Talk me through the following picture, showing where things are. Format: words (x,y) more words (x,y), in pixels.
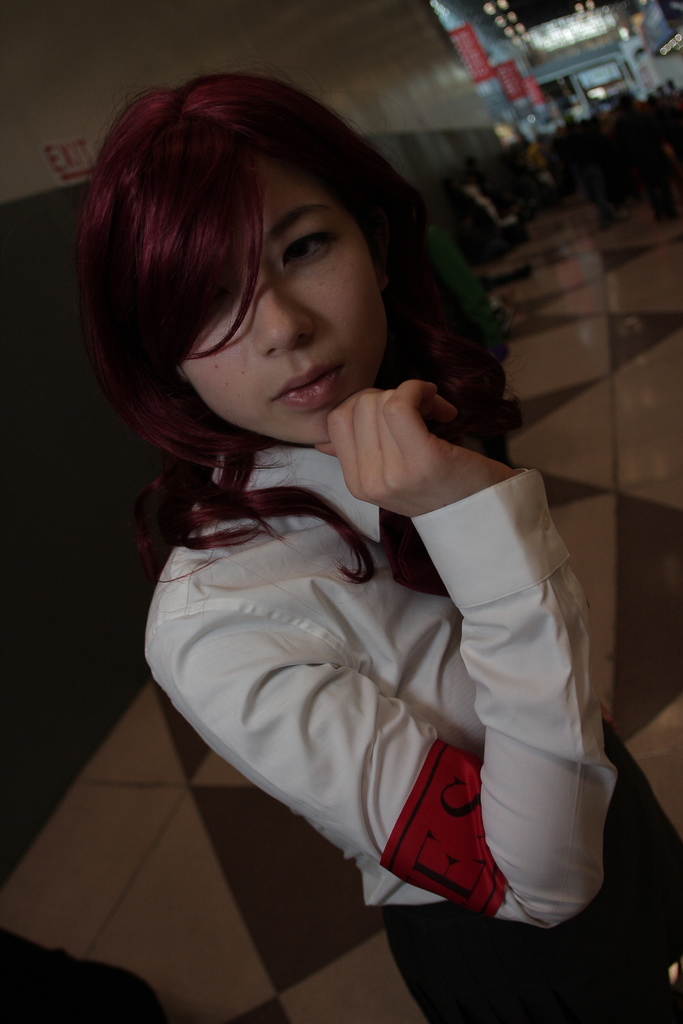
In this image, we can see a woman (517,753) standing on the floor (594,309) and we can see the wall (68,129).
